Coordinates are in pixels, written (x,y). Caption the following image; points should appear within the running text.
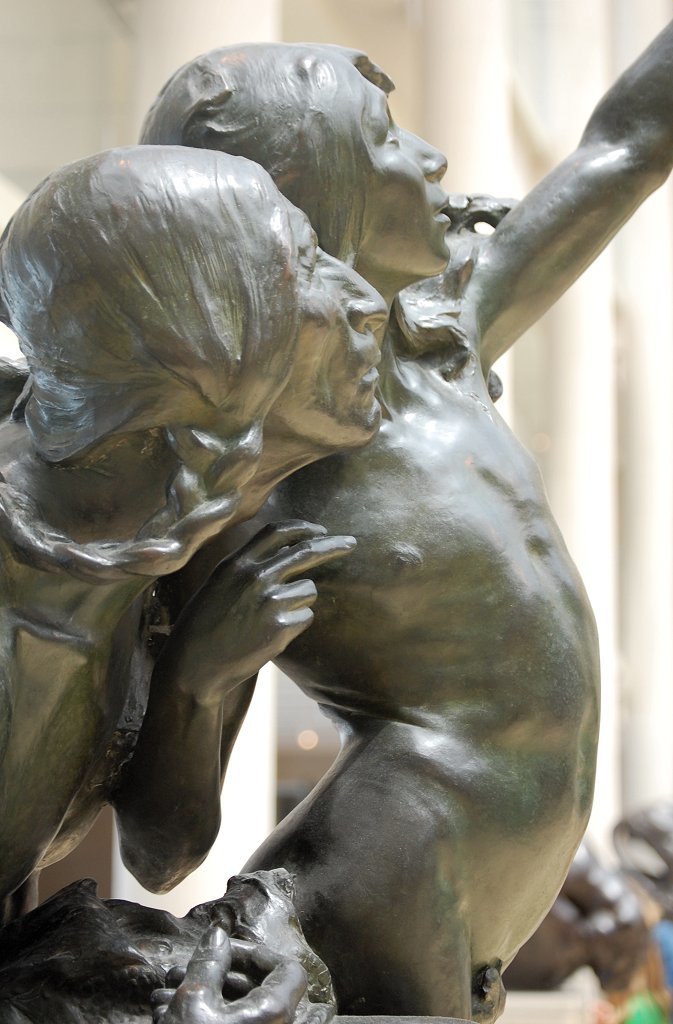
In this image, we can see statues (224,582) and in the background (523,21), there is wall (519,80).
